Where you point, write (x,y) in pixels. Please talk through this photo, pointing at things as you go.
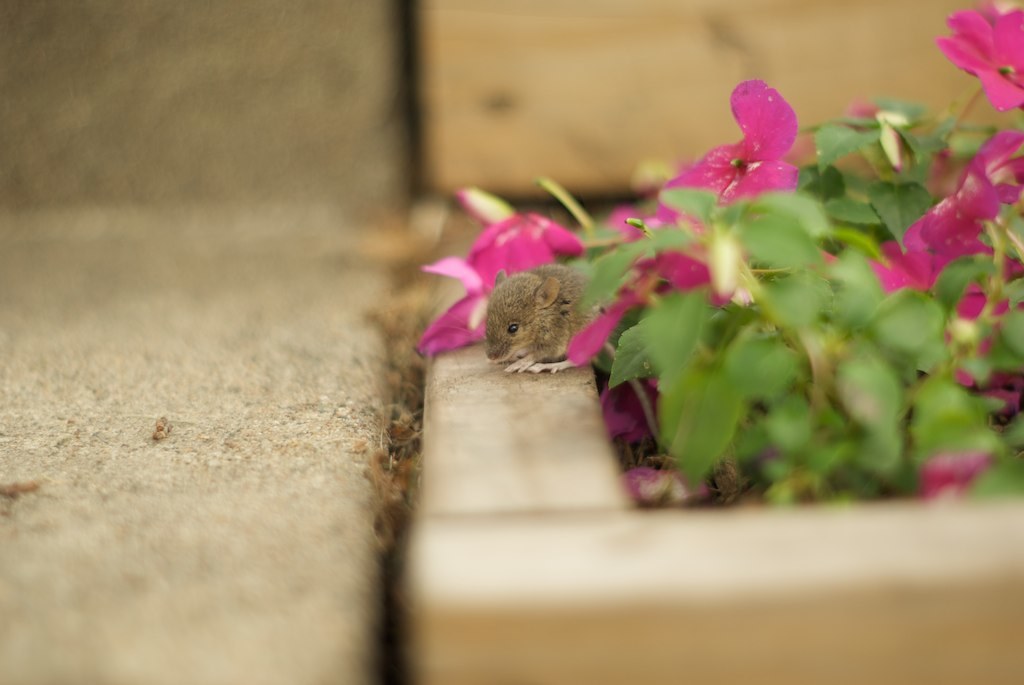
In this picture we can see a rat (519,302), flowers (505,247) and leaves (709,232). Behind the flowers (535,239) there is the blurred background (12,123).
